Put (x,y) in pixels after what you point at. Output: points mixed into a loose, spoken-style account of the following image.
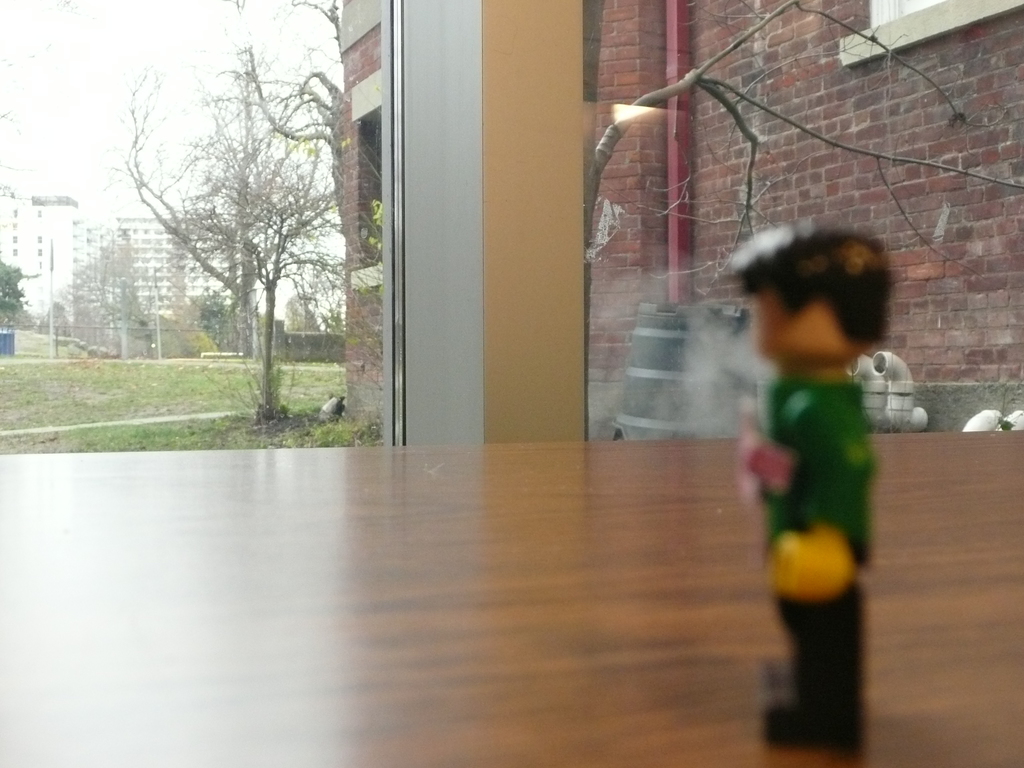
In this picture I can observe toy (792,391) placed on the table (512,610) on the right side (780,416). In the middle of the picture (610,268) I can observe building (627,258). In the background (191,335) there are trees (218,261) and buildings (132,236).
